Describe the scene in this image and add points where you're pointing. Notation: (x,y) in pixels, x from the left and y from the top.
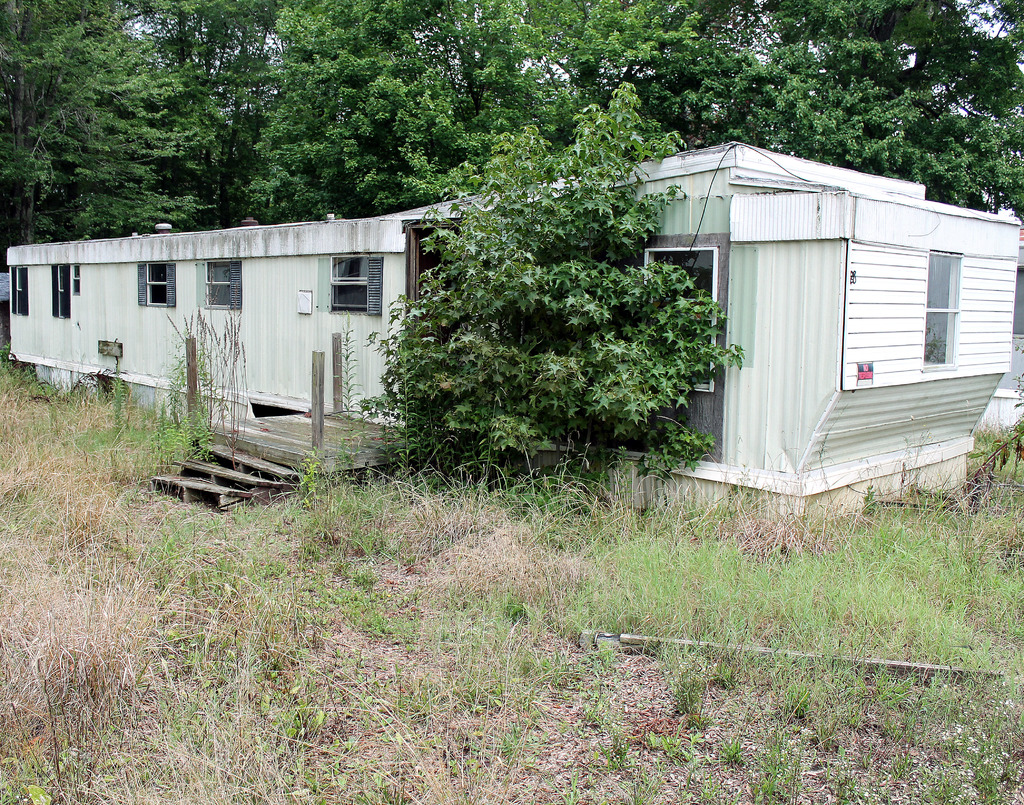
In this image we can see a building (121,299), plants (528,302), grassy land (144,633) and trees (220,123). Behind the trees (541,43), we can see the sky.
